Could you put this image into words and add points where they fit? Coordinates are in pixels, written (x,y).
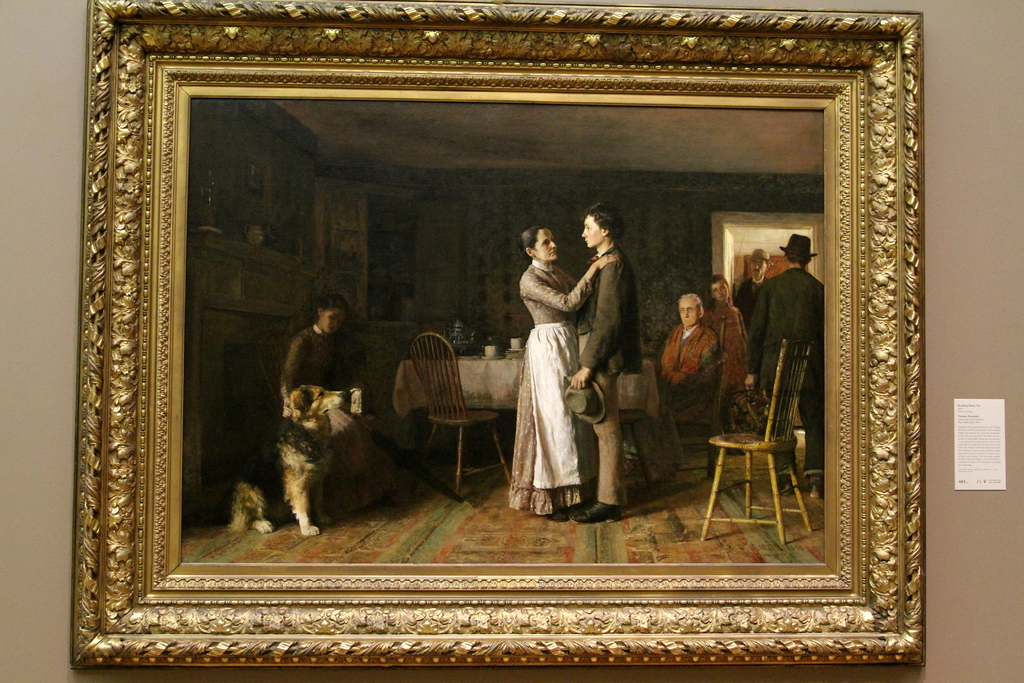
In this picture I can see a paper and a frame (860,51) attached to the wall (71,253), where there are group of people (602,353), chairs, there is a dog (306,447), there are some items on the table (645,379) and some items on the rack (267,254), and there is a wall (294,187) in the frame (536,89).
